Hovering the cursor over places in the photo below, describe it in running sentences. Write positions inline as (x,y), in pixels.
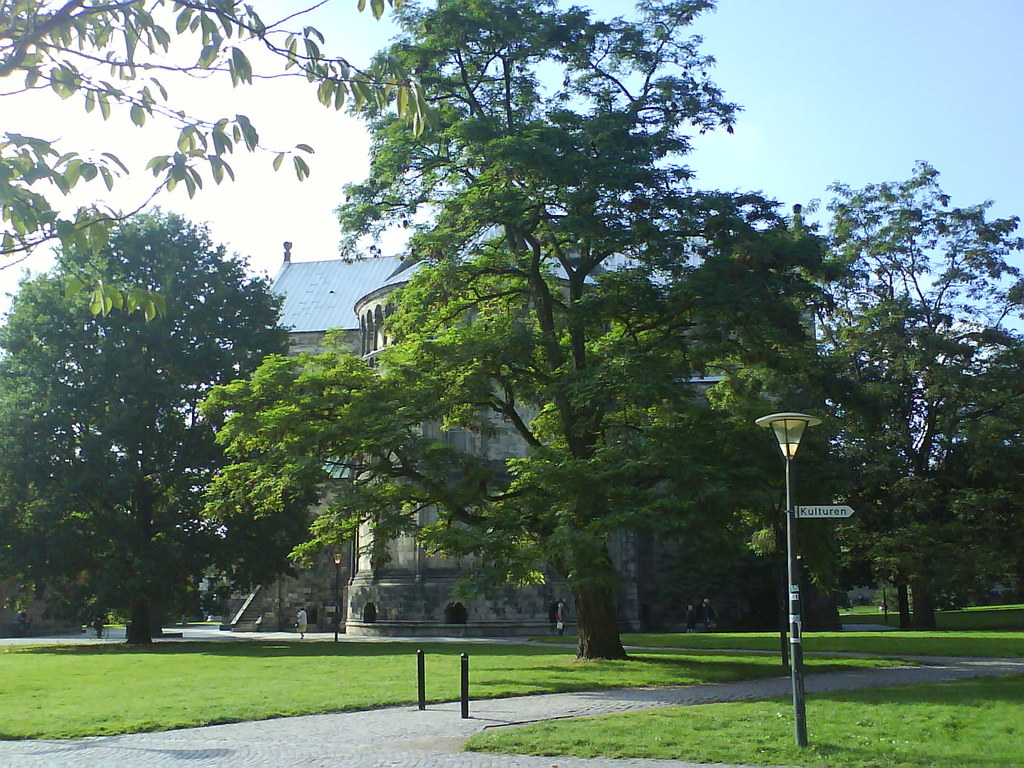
In this image we can see building (342,595), street lights (787,509), street poles (782,547), sign board (808,515), barriers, ground (379,674), trees (388,490) and sky (340,240).
